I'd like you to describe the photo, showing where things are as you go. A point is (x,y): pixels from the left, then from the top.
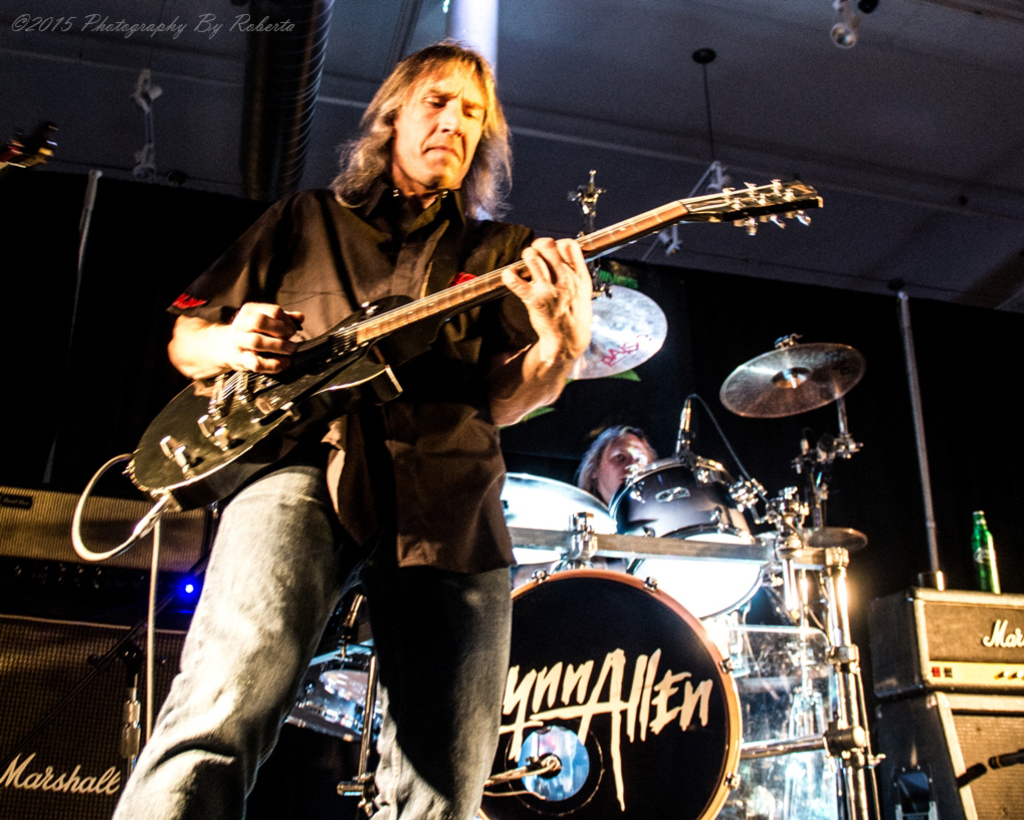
there are two persons (316,320) in which one person (452,105) is standing and playing guitar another person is sitting and playing drums (647,672).
